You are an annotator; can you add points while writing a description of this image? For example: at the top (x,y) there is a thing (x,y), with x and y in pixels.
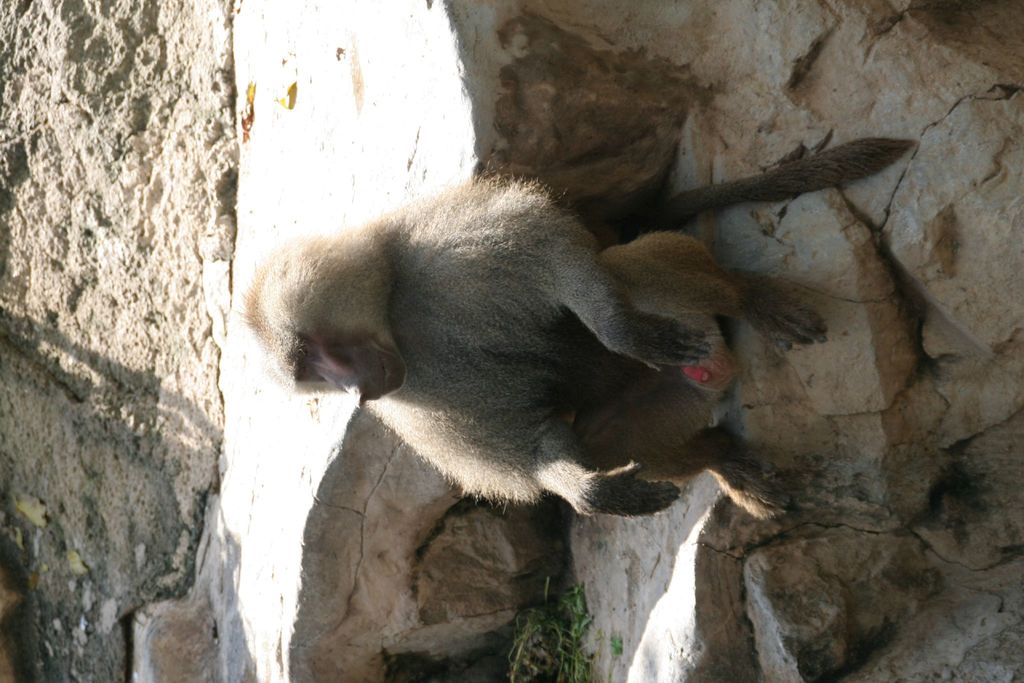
This is a rotated image. In this image there is a monkey (347,327) sitting on the rocks (276,441).
